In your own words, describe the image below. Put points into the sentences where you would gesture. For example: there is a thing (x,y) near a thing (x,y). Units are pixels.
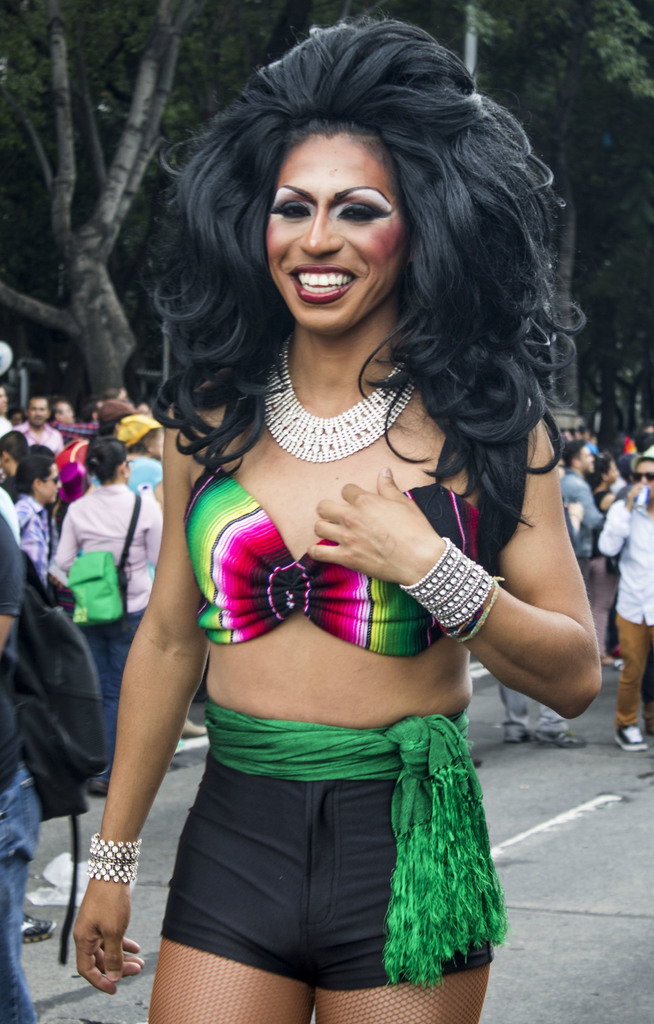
In this image I can see a woman (513,329) wearing colorful dress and she is smiling and in the background (39,404) I can see crowd of people (650,460) and a road (598,817).
